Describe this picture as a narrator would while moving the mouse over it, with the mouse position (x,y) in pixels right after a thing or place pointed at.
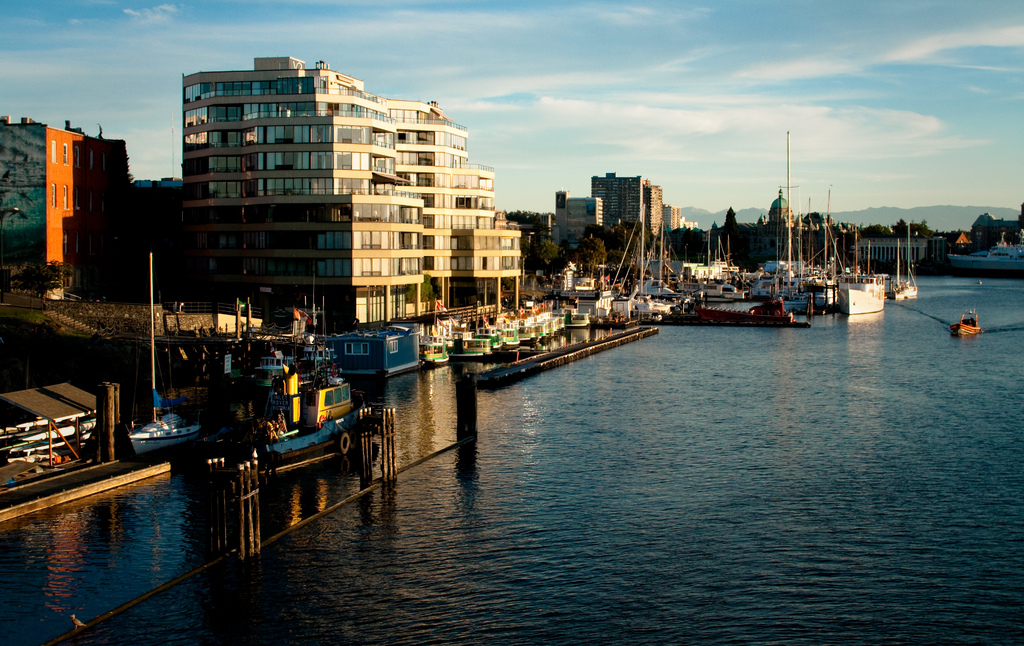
This image consists of buildings (46,241). At the bottom (725,499), we can see water (493,479) and there are many boats (860,277) in this image. At the top (715,90), there are clouds (610,104) in the sky (612,119).
